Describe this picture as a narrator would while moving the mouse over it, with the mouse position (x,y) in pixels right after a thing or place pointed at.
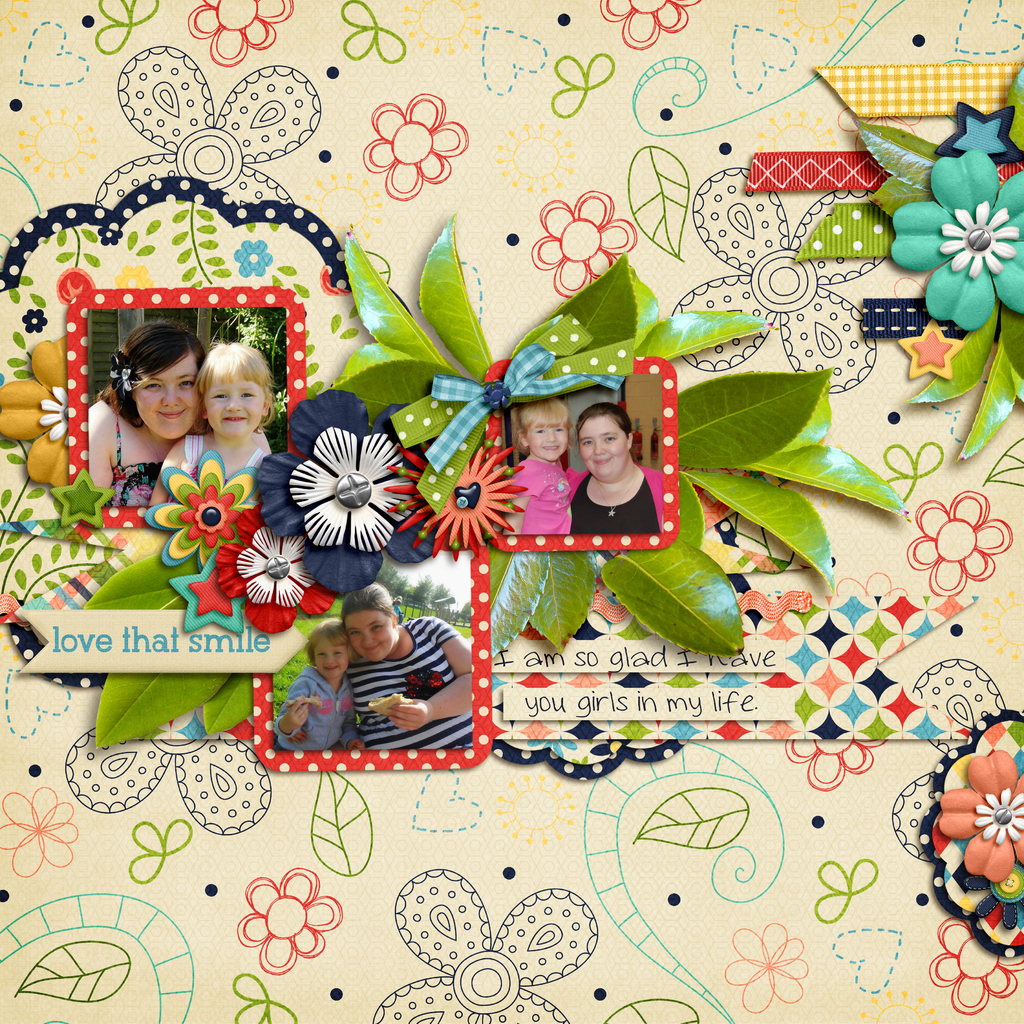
In the picture there is some art work (377,321) done with three images (456,601) and they are crafted with different materials (147,199) very beautifully.
